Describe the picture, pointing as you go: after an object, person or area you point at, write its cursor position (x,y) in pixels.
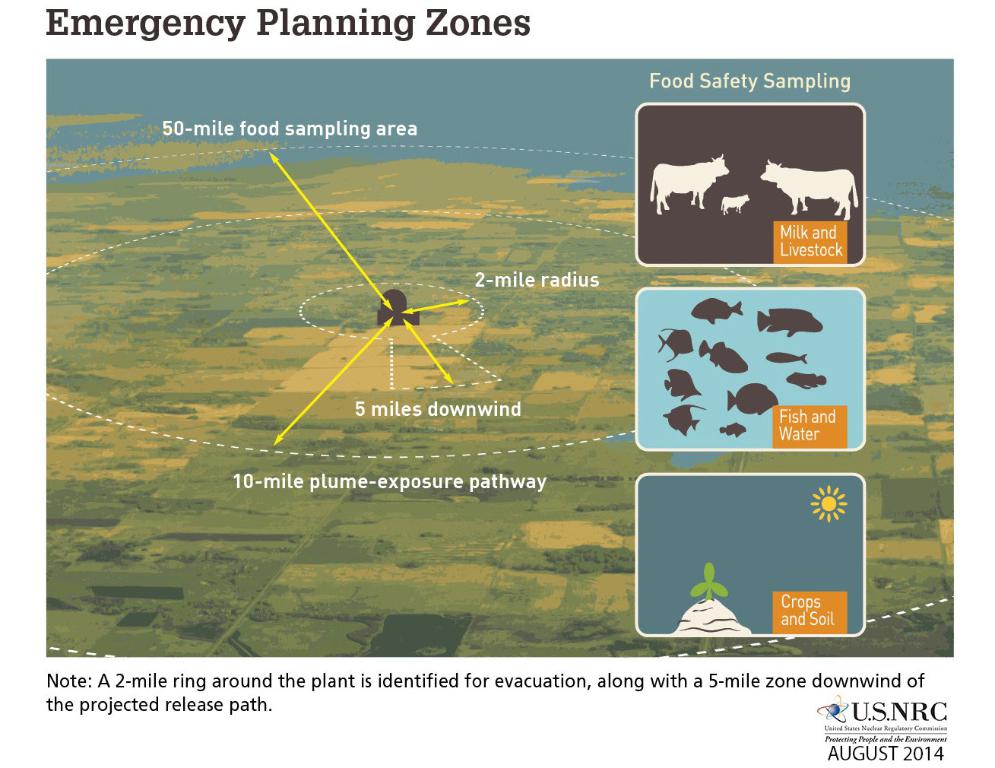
In this image I see the aerial view of a place (385,313) and I see the water (483,110) over here and I see few words (914,725) written over here and here and I see the arrows (379,292) and I see the depiction of cows (720,163), fishes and the small plant (718,586) over here.
